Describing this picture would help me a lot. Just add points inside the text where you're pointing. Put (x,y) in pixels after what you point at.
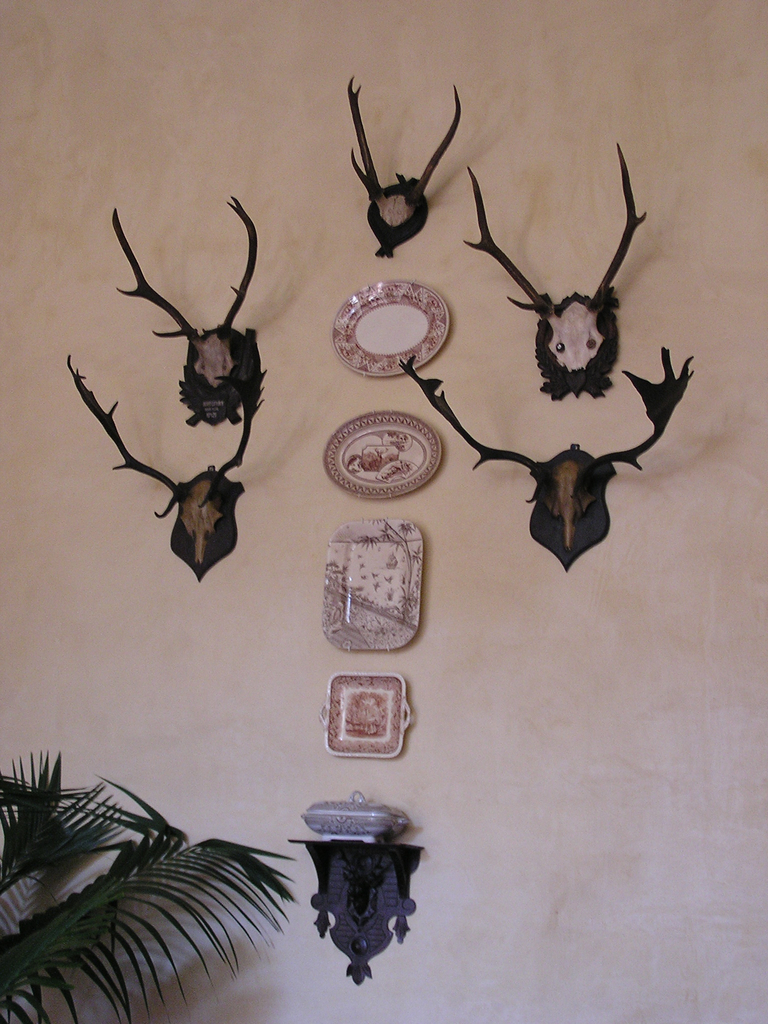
In this image on the wall (372,657) there are some antlers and some plates (421,297), at the bottom (87,908) there is a plant (92,920).
